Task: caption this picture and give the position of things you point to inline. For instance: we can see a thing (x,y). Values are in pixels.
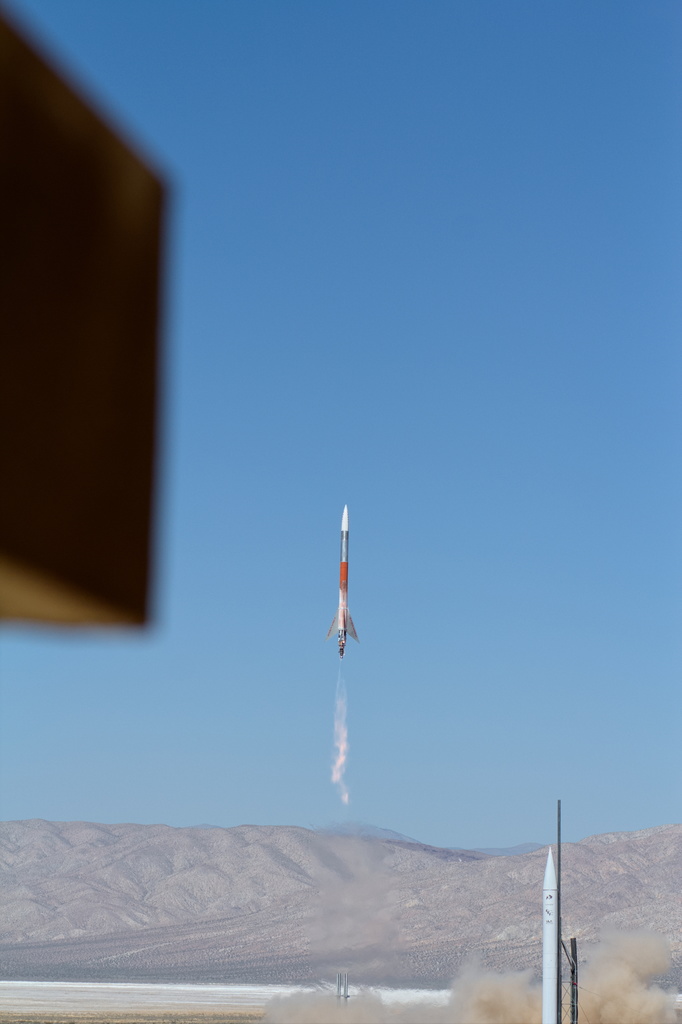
In the center of the image (342,634) we can see a rocket (335,629) and there is ground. At the bottom (237,877) there are hills (299,888) and we can see rockets (545,945). There is sky (378,295).
